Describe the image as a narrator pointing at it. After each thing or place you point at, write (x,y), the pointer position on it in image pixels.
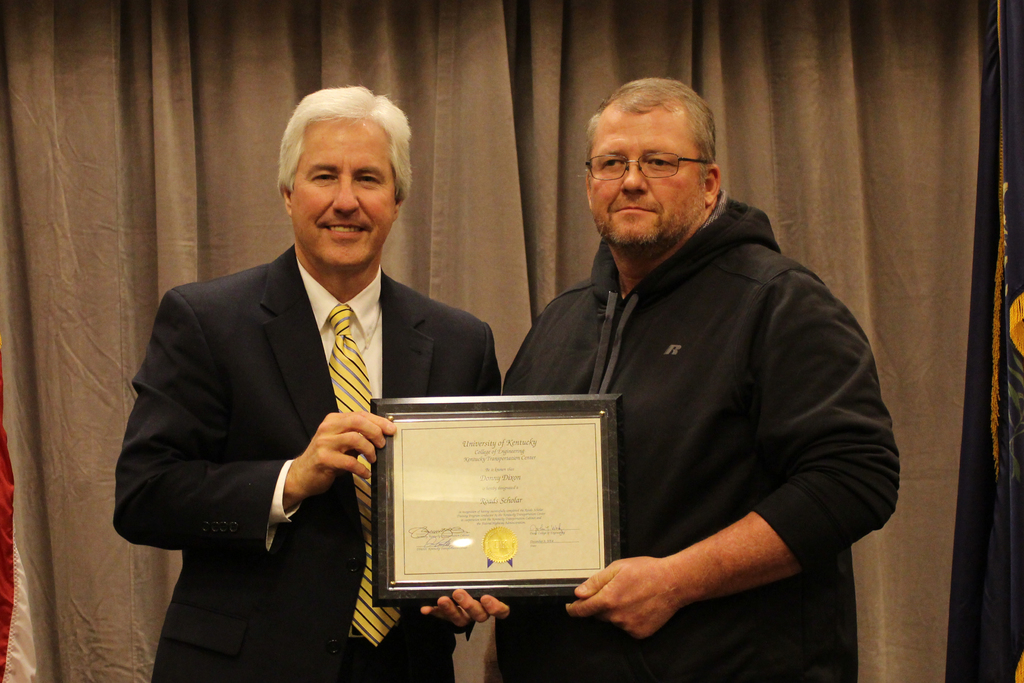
In the picture we can see two men (822,551) are standing and holding an award (569,491) and one man (220,419) is wearing a black color blazer (205,424) with a yellow tie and shirt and one man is wearing a black color hoodie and in the background (928,554) we can see a curtain (914,560).
